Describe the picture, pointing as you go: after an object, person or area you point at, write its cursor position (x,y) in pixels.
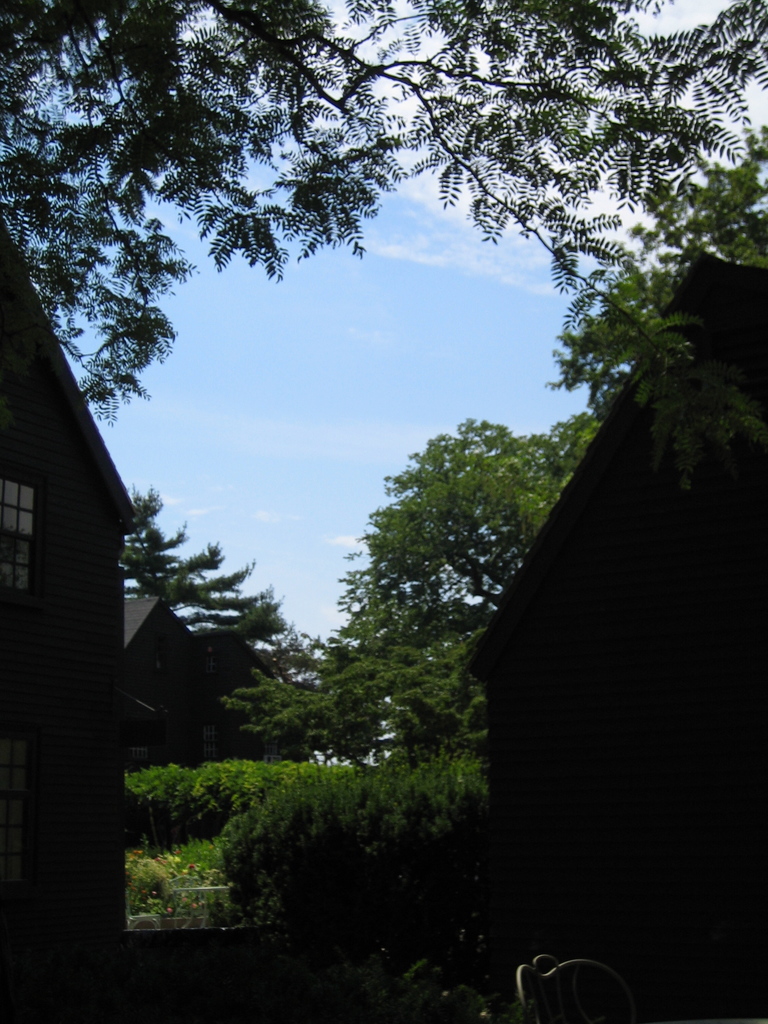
In the picture there are houses (545,704), trees (340,699) and plants (203,781) and in the background (381,464) there is a sky (403,465).
